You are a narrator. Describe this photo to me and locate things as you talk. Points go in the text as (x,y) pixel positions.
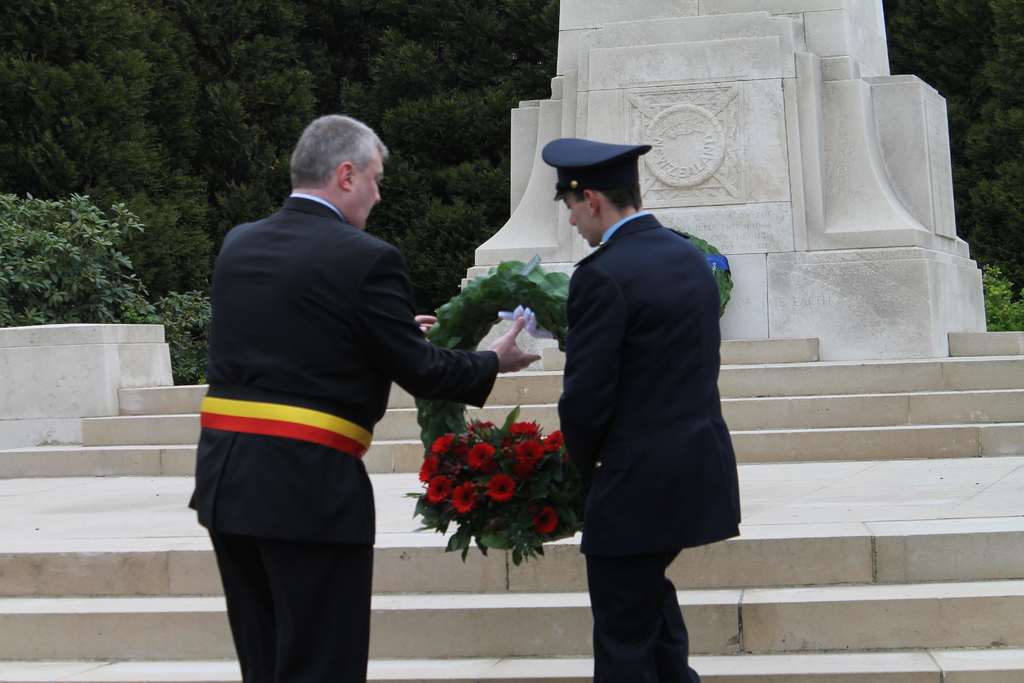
In the middle of the image (585,279) two persons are standing and holding a bouquet (531,263). In front of them we can see some steps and sculpture (733,2). Behind them we can see some trees (145,5).
